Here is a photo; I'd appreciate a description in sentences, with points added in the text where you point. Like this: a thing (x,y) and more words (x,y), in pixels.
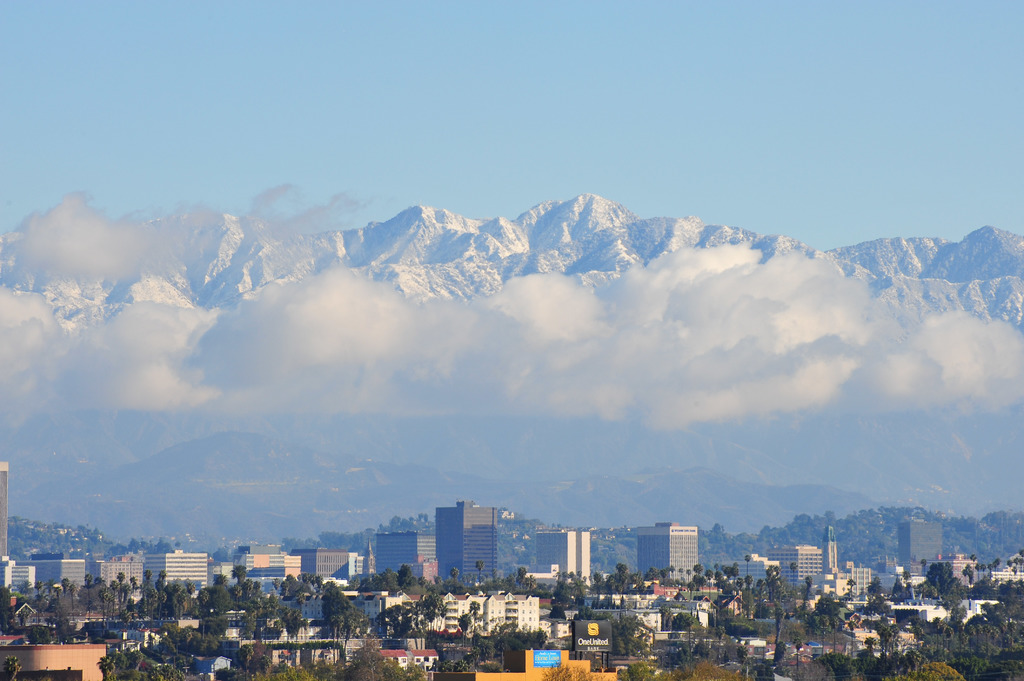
In this image I can see so many buildings (323,567) and trees (325,679) at the back (474,401) there is a snow mountain (979,279) and clouds (234,358).
